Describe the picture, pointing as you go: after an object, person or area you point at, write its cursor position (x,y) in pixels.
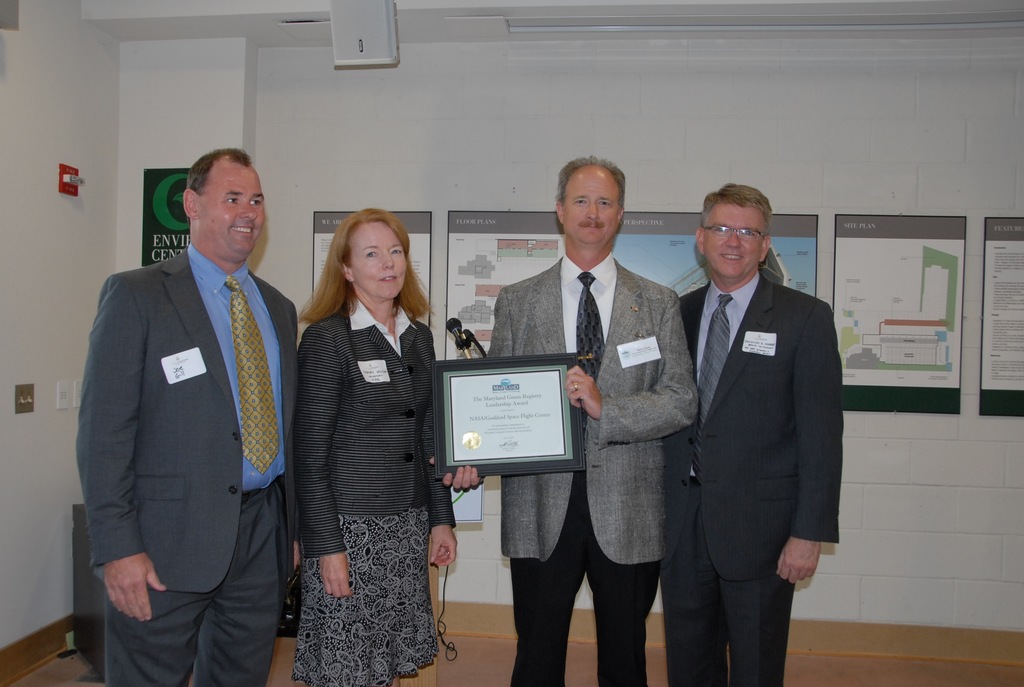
In the image there are three men (635,389) and one lady (391,428) is standing. And there is a man (608,397) with grey jacket (613,420) is holding a frame (489,431) in his hand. Behind them there is a wall (979,307). On the wall (979,307) there are poster (678,280) with few images (937,319) on it.
